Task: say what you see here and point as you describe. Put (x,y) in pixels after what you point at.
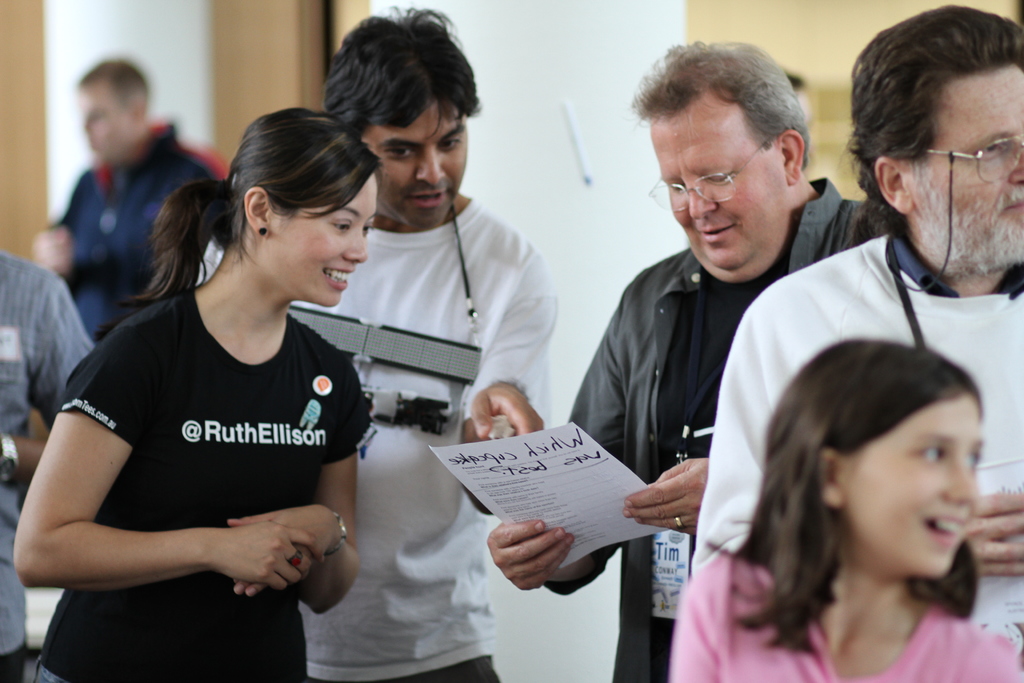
This image consists of some persons (479,317) in the middle (506,353). There are men (955,266) and women (339,432). One of them is holding a paper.
